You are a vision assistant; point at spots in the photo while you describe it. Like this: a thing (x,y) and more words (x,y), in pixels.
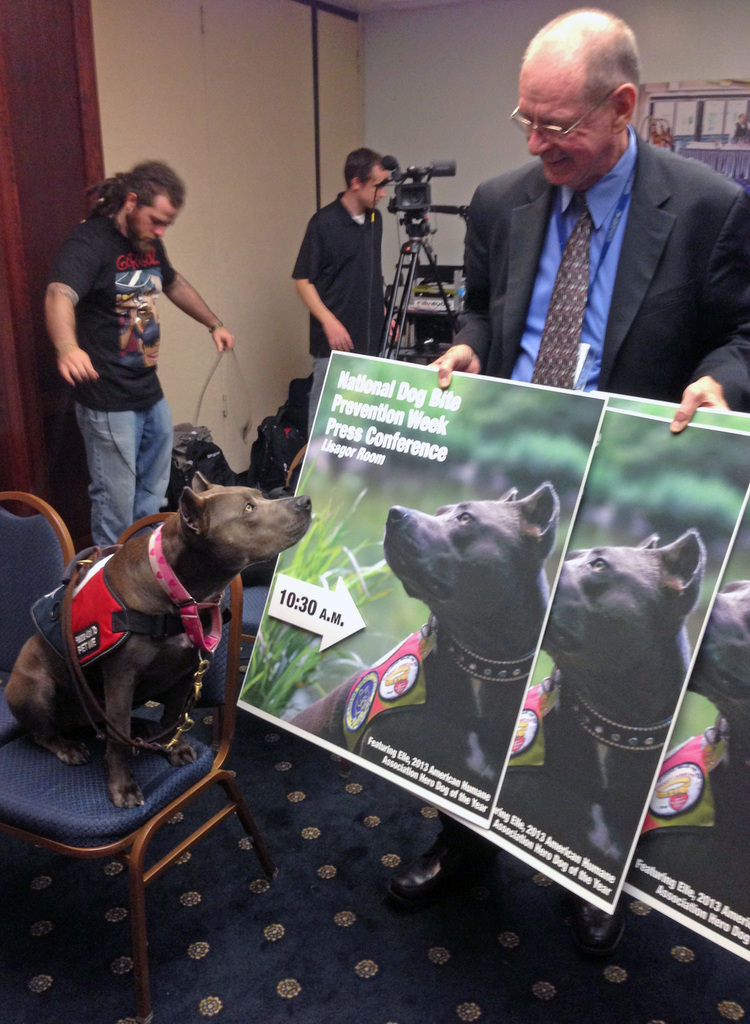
In this image I can see the dog (105,660) on the chair (46,802). I can see the dog (77,704) is in black and brown color. In-front of the dog (125,590) I can see the person (528,267) holding the boards (426,625). In the background (146,345) I can see two people (136,341) and the camera (393,306). I can see something is attached to the wall (650,39).
